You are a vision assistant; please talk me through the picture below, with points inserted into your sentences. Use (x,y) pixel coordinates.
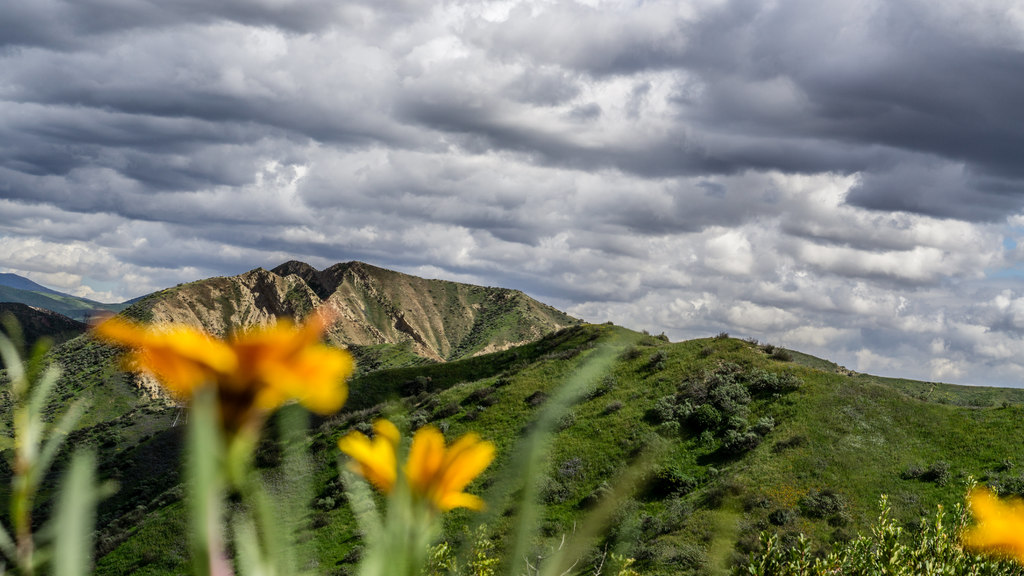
In this picture there is a very beautiful nature scene. In the front (139,344) there are some yellow flowers (331,382). Behind there is a mountain (644,382) with many trees (722,424). Above we can see the sky (399,149) and clouds (395,199).
